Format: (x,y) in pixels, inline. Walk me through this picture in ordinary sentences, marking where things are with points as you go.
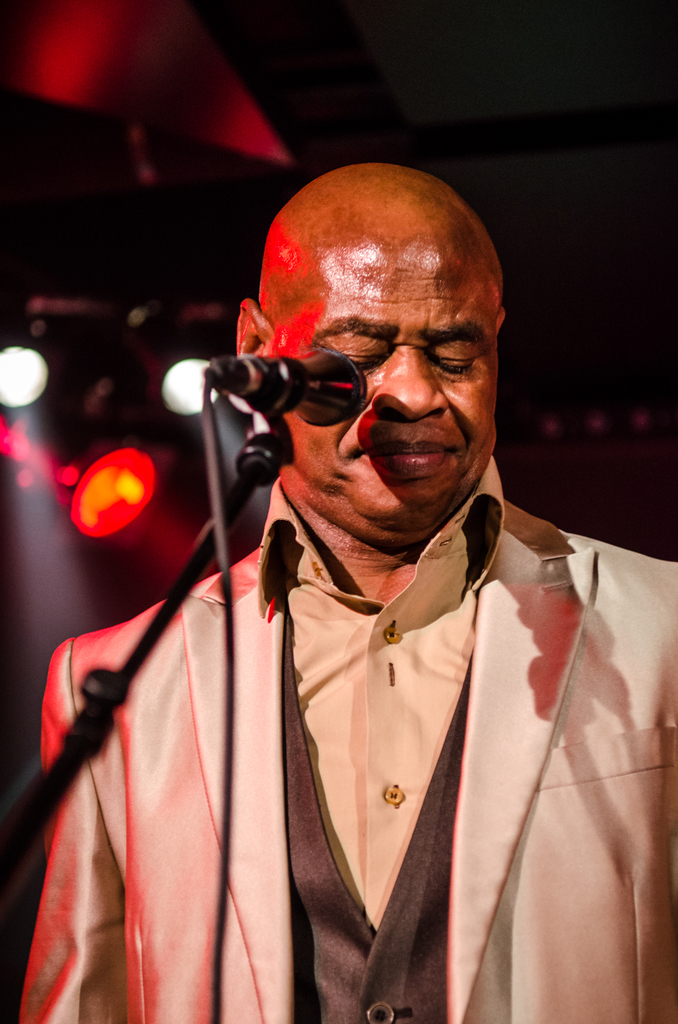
In the image we can see there is a man (449,641) standing and he is wearing formal suit (600,829). There is mic (254,378) kept on the stand (245,408) and behind there are lights (33,353). Background of the image (71,314) is blurred.
